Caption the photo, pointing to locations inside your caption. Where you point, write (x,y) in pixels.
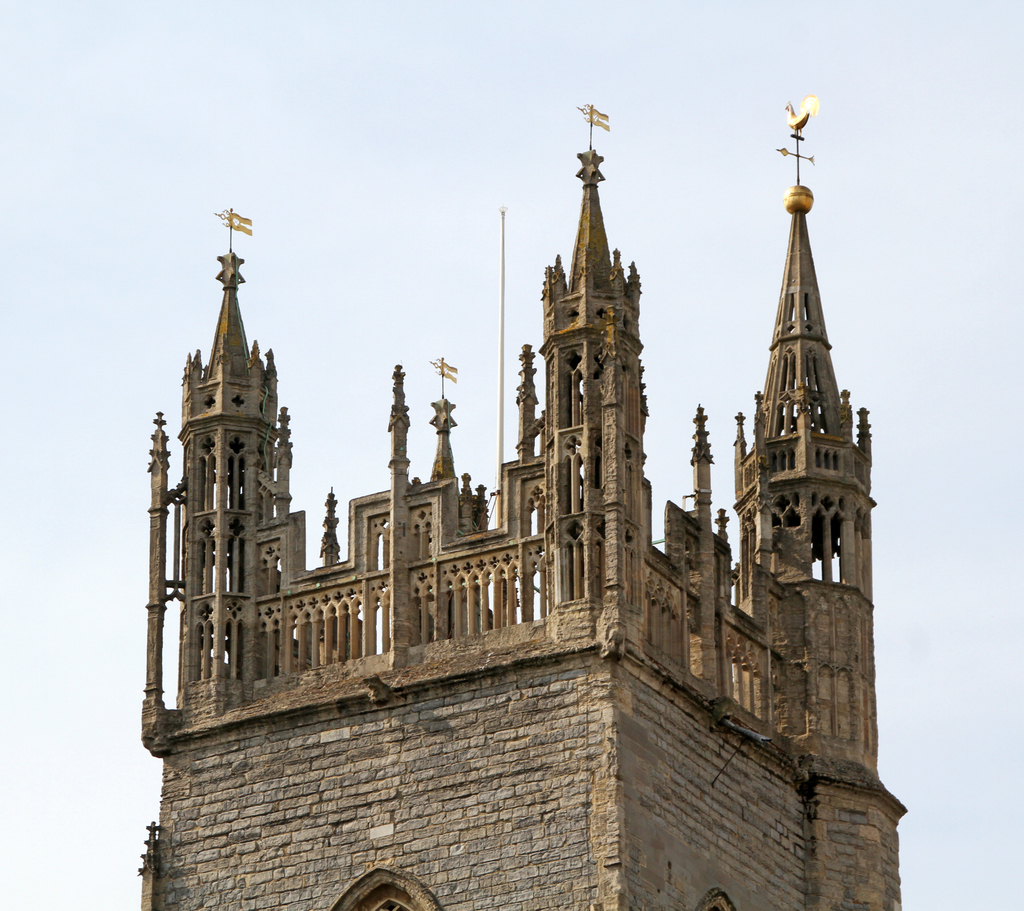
In this image I can see the building (443,581) in brown color, background (183,116) the sky (289,123) is in white color.
